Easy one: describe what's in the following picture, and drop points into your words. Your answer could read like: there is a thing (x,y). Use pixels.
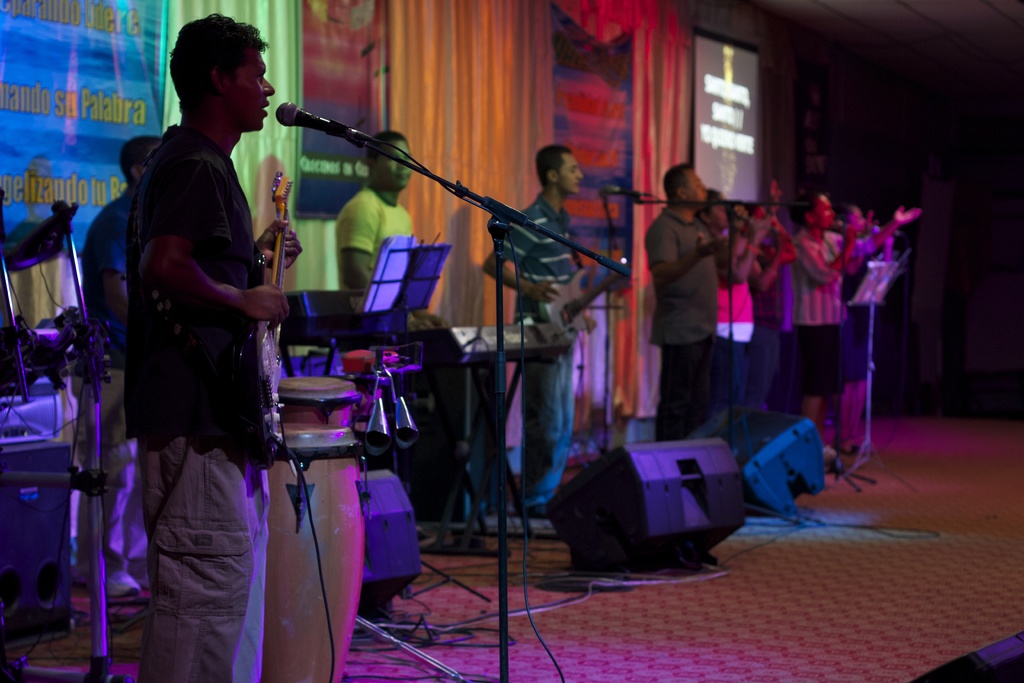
In this picture we can see some persons (230,145) are standing on the floor (796,622). They are singing on the mike (777,204). And these are some musical instruments (382,338). On the background (527,86) there is a curtain (444,92) and this is banner (83,69).
